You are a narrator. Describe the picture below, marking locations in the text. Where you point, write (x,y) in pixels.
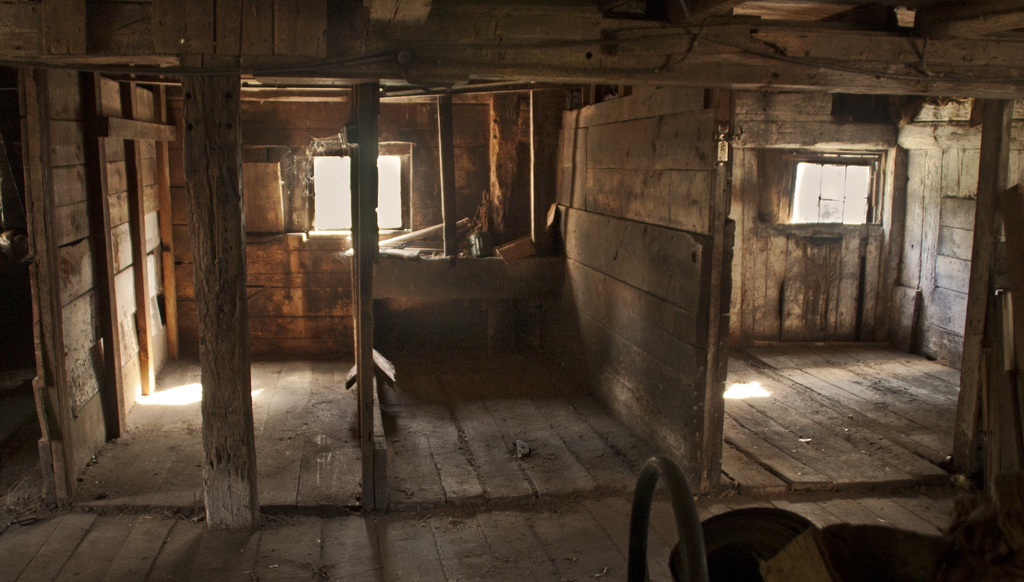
In this image we can see a wooden house (650,195), here is the pillar (985,211), here is the window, here is the wall (284,137).
